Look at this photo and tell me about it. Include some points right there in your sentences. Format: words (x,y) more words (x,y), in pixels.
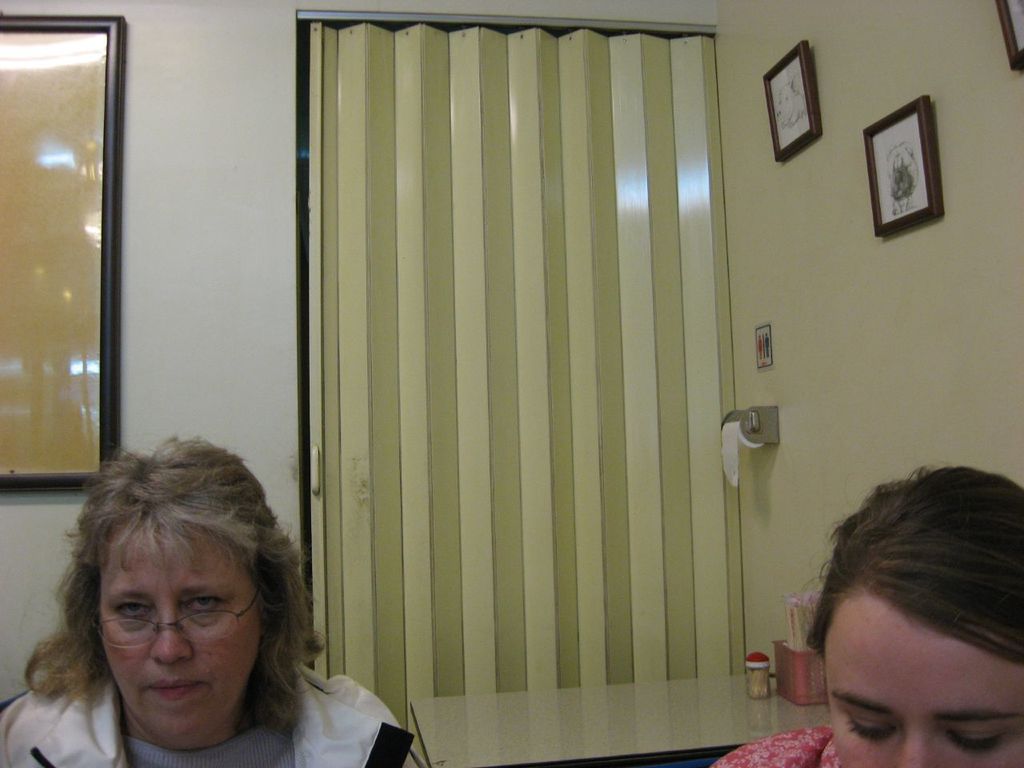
At the bottom (287,686) there are people (879,754) and we can see a table (685,703). There is a sprinkler (757,691) and a holder (800,687) placed on the table (756,710). In the background (462,465) there is a curtain (443,424) and we can see a mirror (55,342) and frames (892,163) placed on the wall (738,272).
